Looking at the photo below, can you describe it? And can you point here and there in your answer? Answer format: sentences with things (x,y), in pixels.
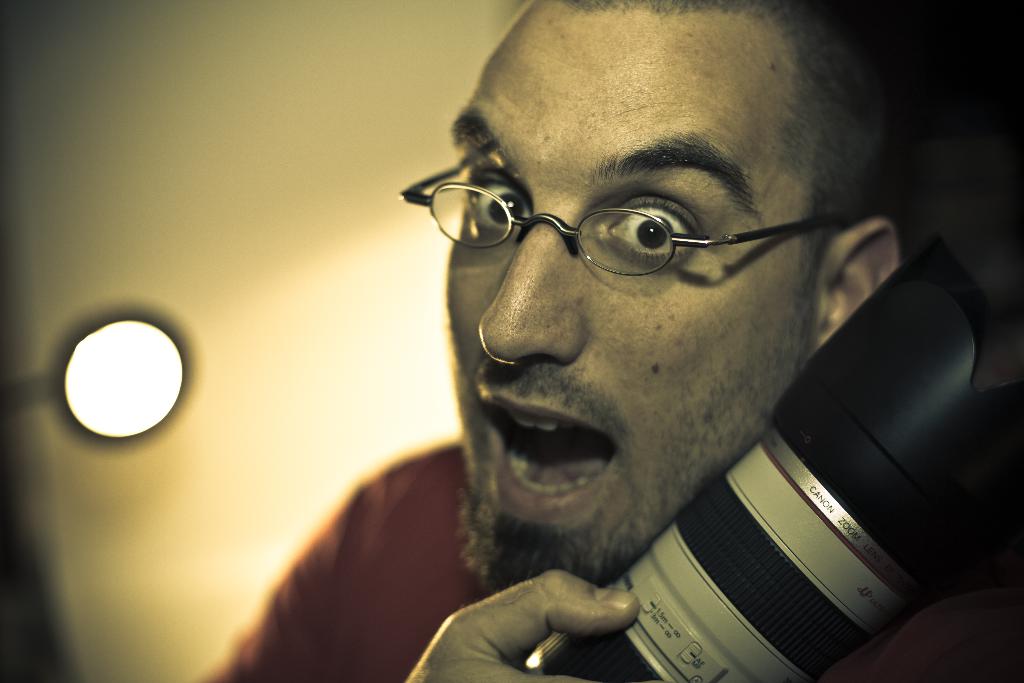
In the center of the image (455,324), we can see a person (593,247) wearing glasses (620,258) and holding a camera (758,464). In the background (151,188), there is a light (146,331) and a wall (159,137).
